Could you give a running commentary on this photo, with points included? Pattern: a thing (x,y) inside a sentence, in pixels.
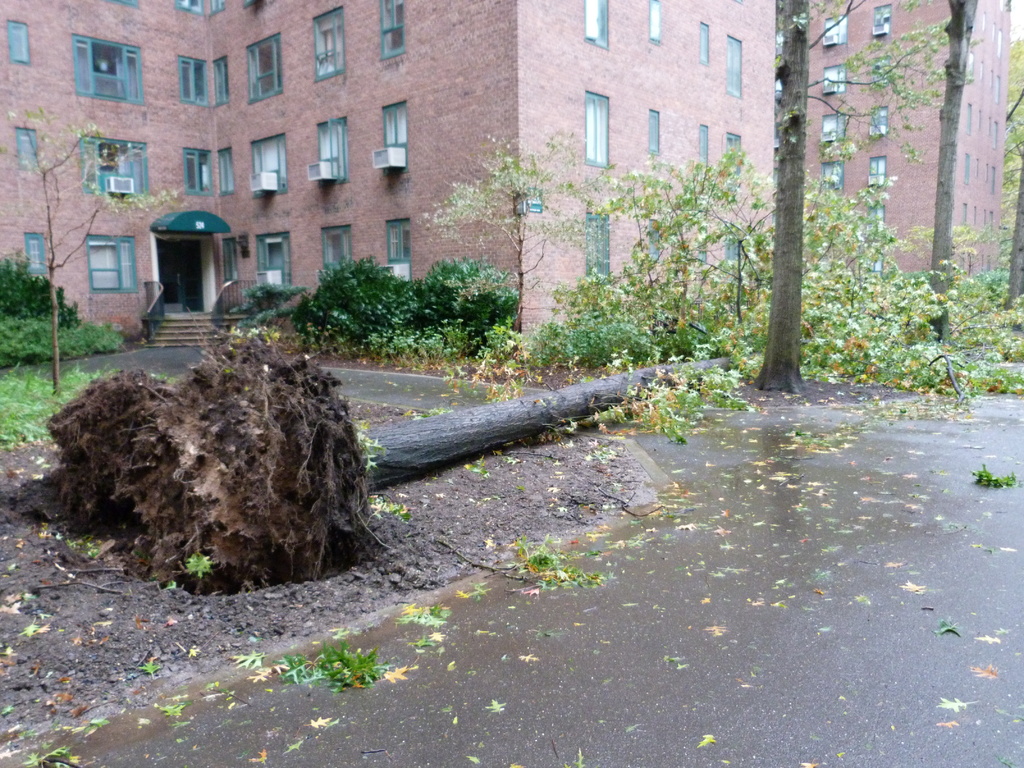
In this image I can see a fallen tree (710,307) on the ground (606,587). In the background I can see buildings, trees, plants (253,325), the grass (59,401) and leaves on the road (594,603).
